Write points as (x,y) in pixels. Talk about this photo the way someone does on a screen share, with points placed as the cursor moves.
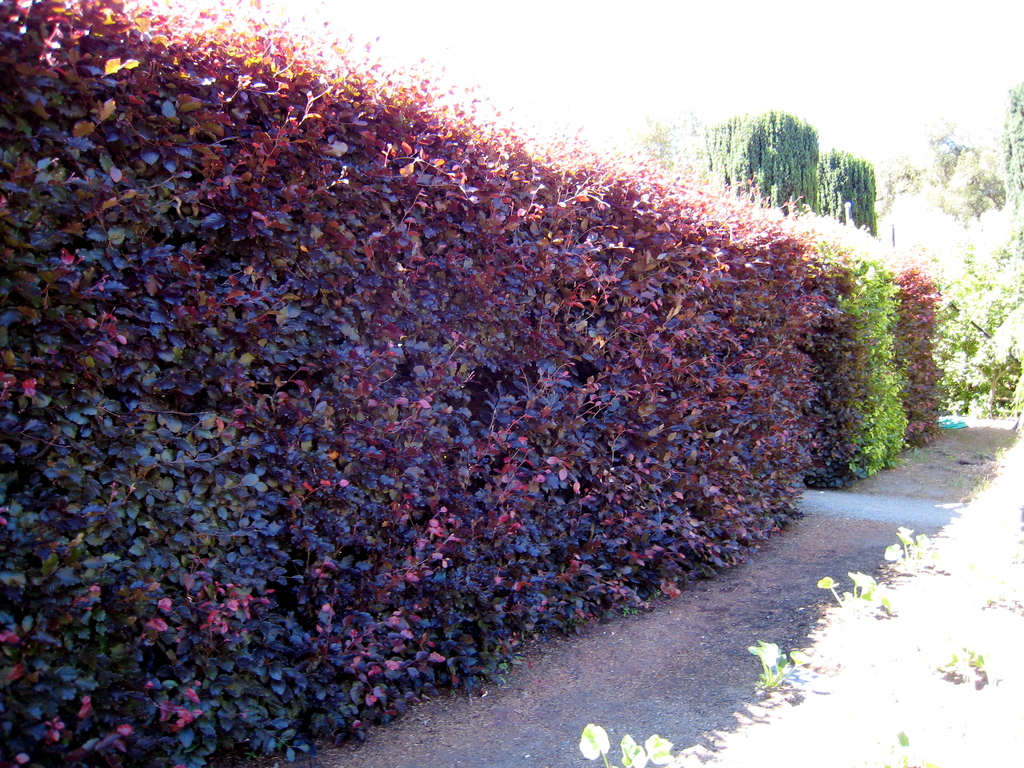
In this image we can see bushes (687,517), trees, plants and sky (527,39).
